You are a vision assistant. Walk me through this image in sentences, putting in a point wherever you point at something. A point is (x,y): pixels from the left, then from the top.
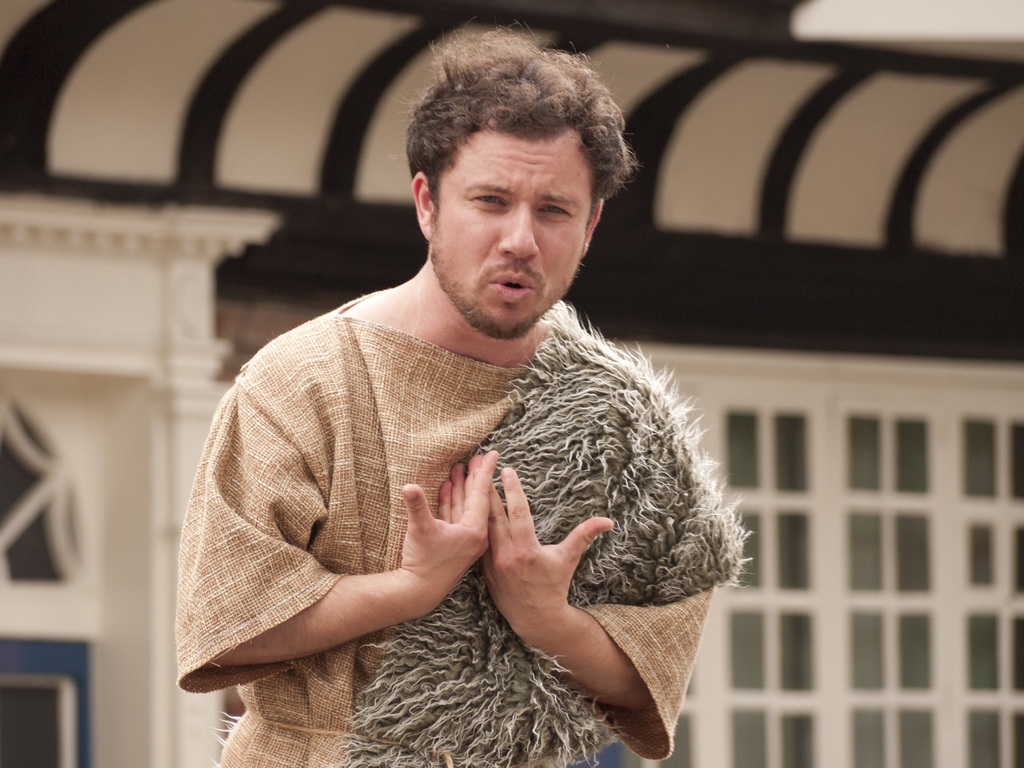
In this image, there is a person (482,418) on the blur background. This person (544,541) is wearing clothes (368,432).
